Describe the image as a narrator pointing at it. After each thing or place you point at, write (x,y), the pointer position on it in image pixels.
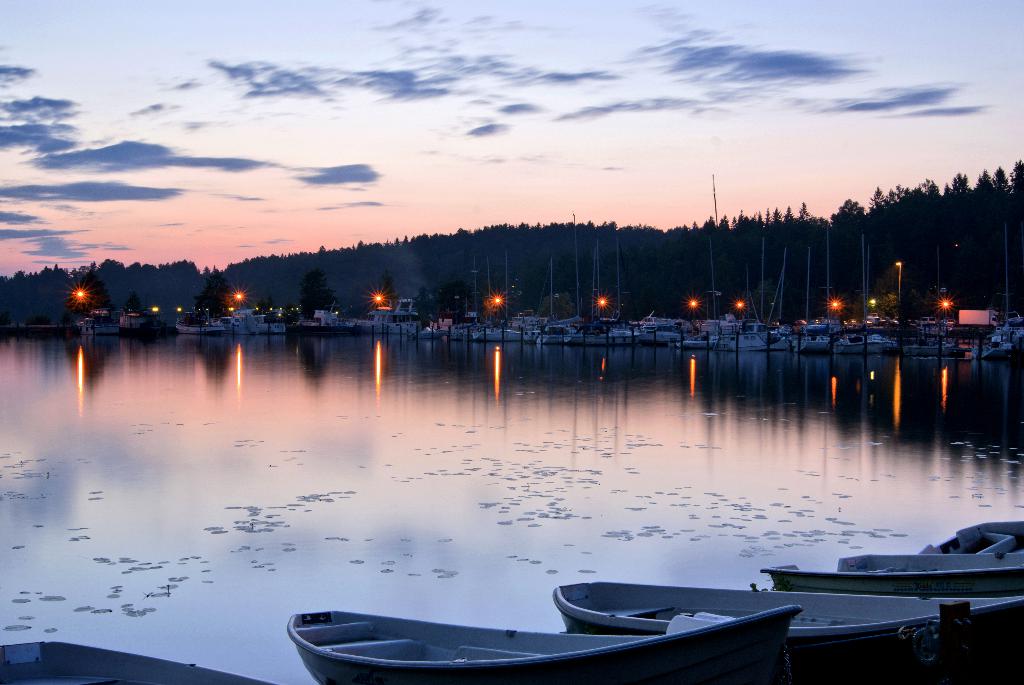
In this image at the bottom (453,675) we can see boats (453,682) and water (649,571). In the background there are ships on the water (365,366), lights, poles (800,343), trees (955,215), objects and clouds (441,66) in the sky (305,108).
